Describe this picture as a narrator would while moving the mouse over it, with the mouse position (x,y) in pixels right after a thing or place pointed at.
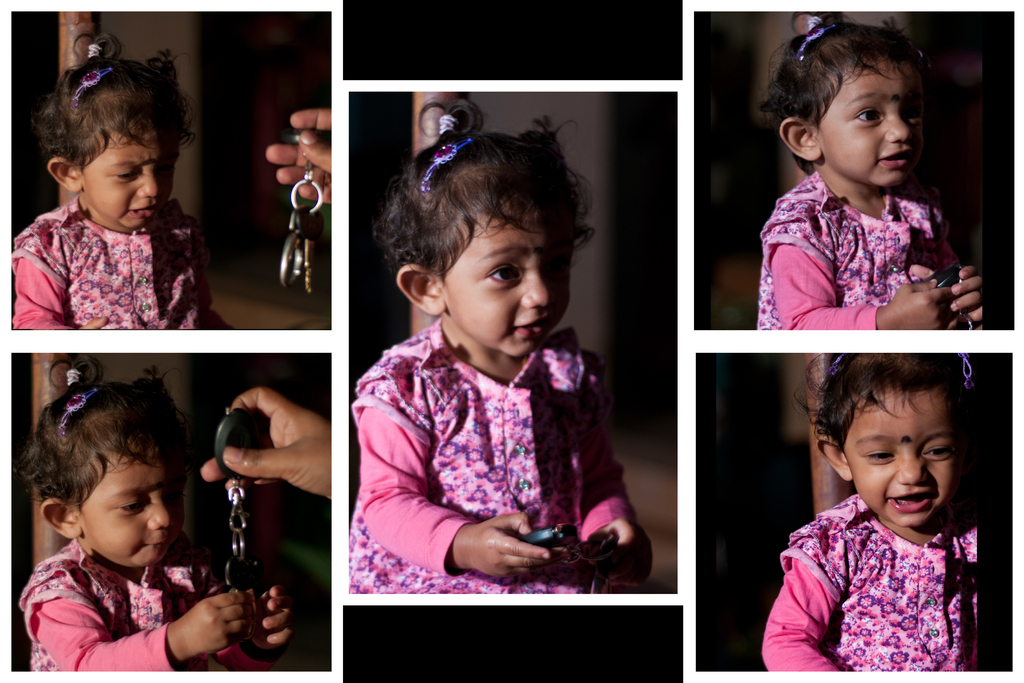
This is a collage image and here we can see a girl (475,318) giving expressions and on the left (323,458), there is a person (288,458) holding keys (296,245).
